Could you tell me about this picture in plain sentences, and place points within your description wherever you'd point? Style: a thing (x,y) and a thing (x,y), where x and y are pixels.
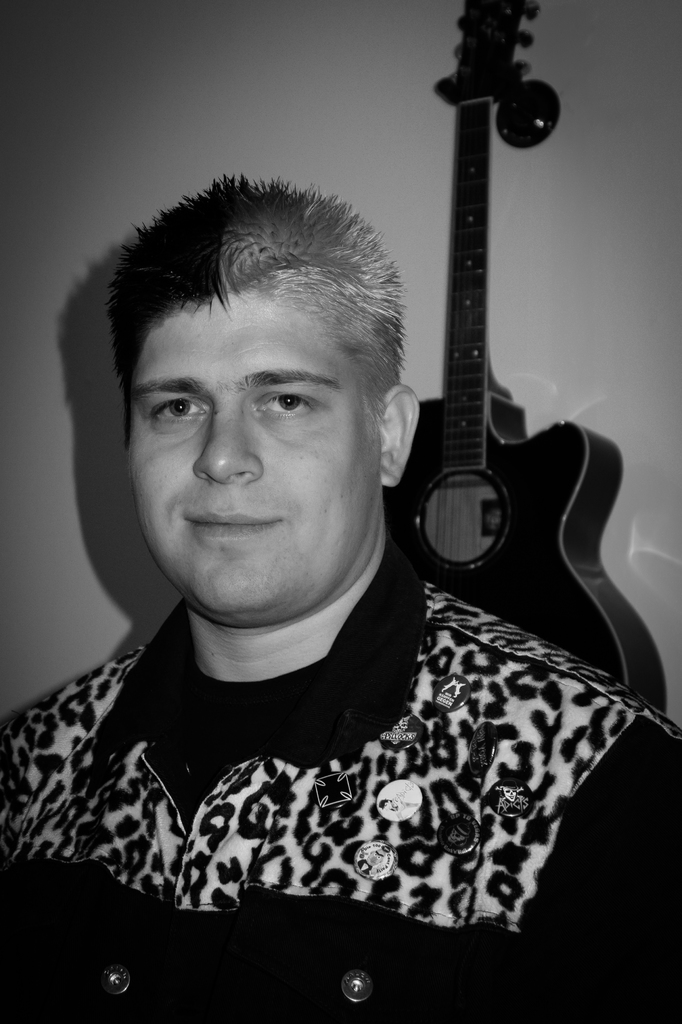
As we can see in the image there is a man (217,419) and on the right side (514,493) there is a guitar (488,365).
